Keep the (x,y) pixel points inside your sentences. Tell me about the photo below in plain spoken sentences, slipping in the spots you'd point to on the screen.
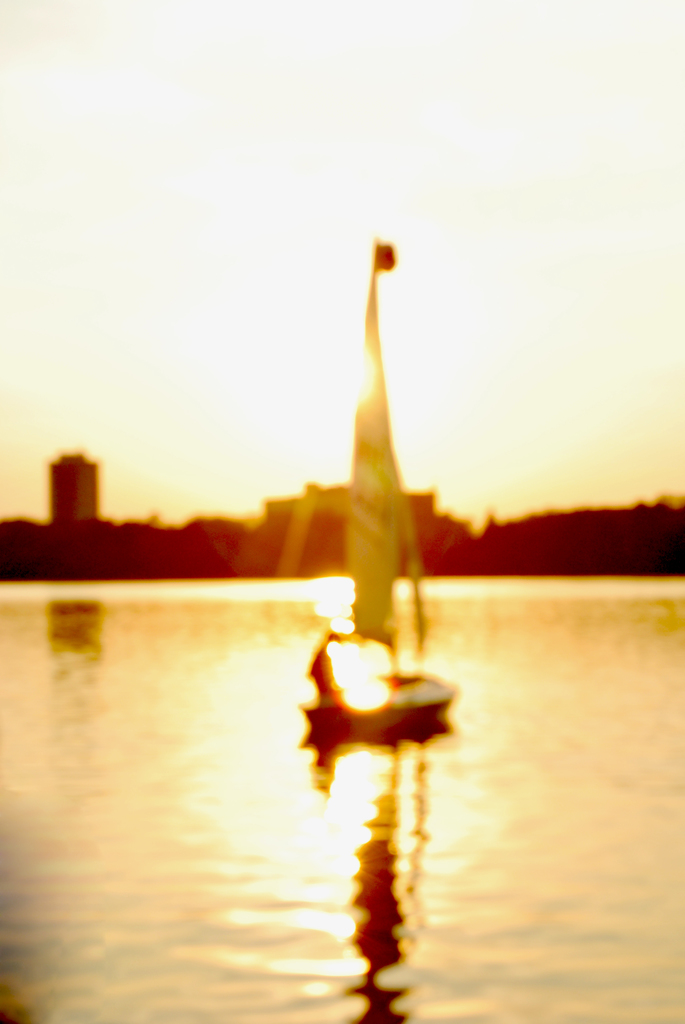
In this image there is water (387,784). We can see boat (329,729). I think, there are houses (63,475) and trees (586,557) in the background (602,565). There is sky (512,487).
